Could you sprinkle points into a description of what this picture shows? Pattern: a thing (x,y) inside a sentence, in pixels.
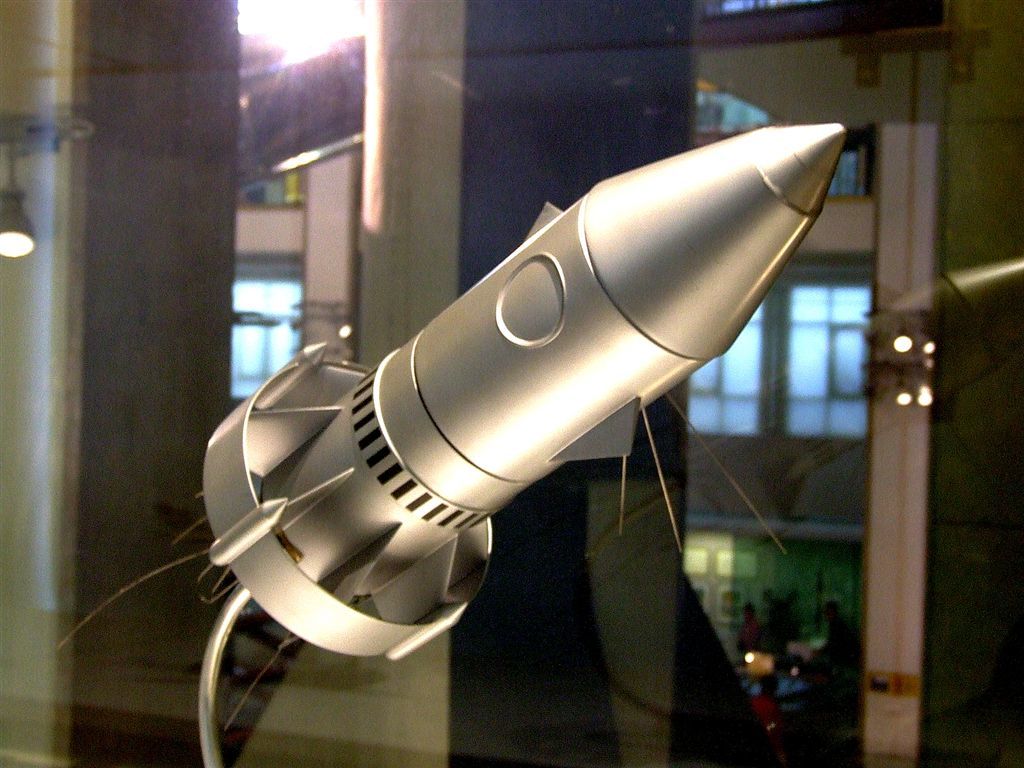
In this picture I can see there is a metal object (577,318) and it is placed in a glass container (238,385). In the backdrop (119,240), there are pillars (119,51) and lights (21,238) attached to the ceiling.
